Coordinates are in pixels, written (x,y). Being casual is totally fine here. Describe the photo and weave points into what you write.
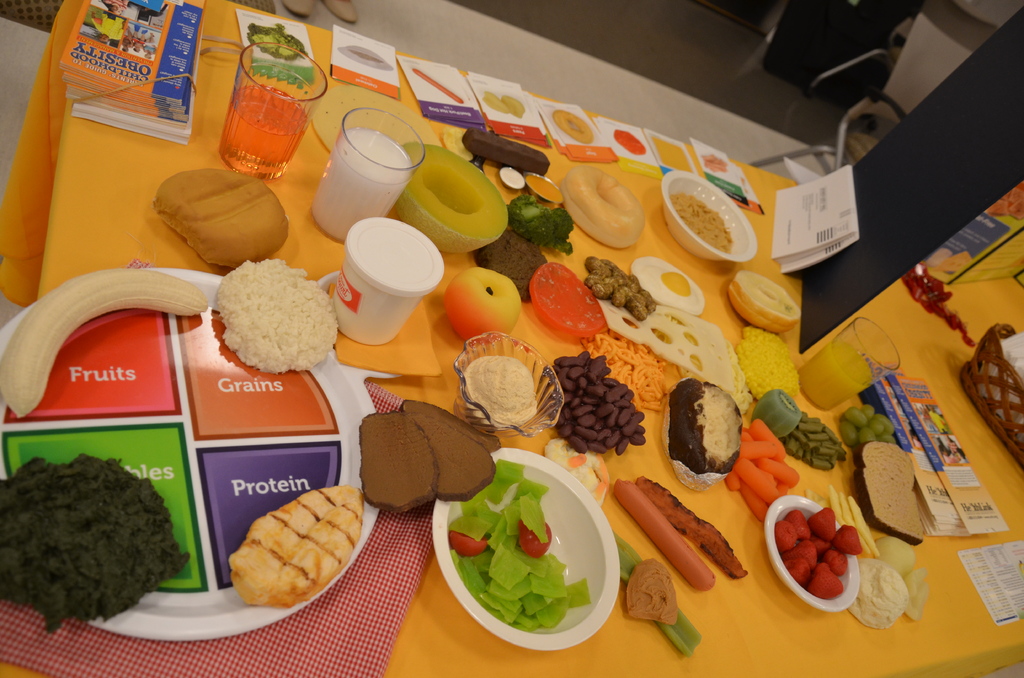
In this image, we can see a table (640,627) covered with a cloth (113,247). This table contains glasses (391,183), bowls (680,185), papers (441,88) and some food items (704,368).
